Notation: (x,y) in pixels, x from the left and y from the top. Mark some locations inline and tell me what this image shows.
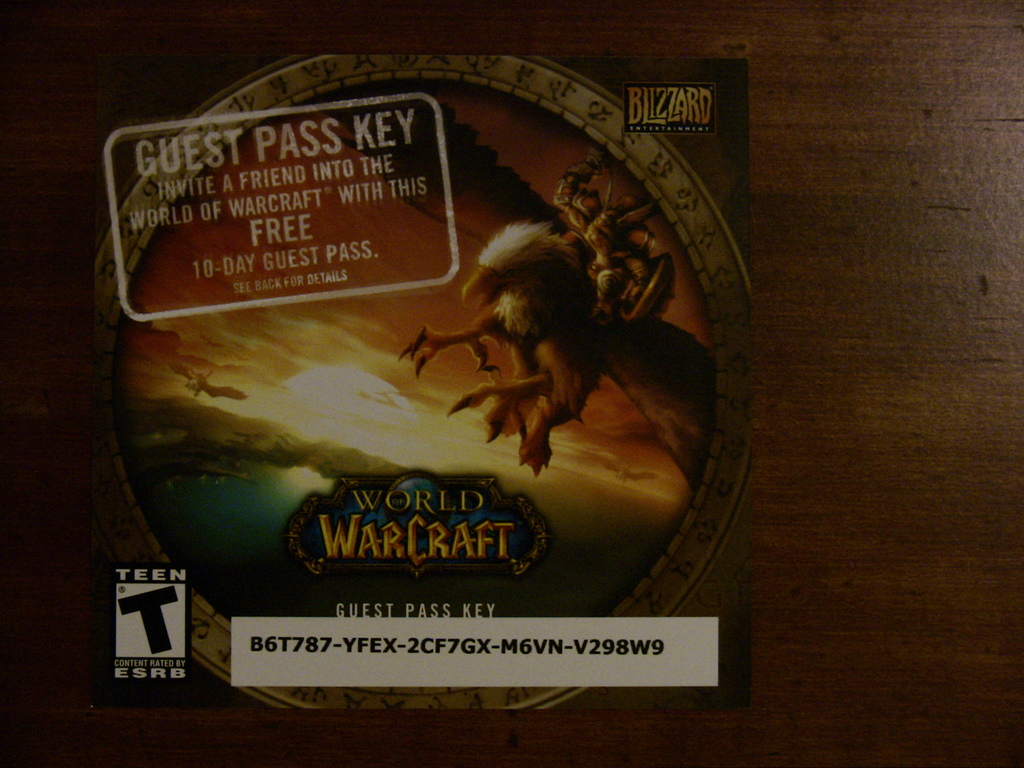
In this image there is a label (277,347) with an animated image (537,338) and text (302,220) on it.
